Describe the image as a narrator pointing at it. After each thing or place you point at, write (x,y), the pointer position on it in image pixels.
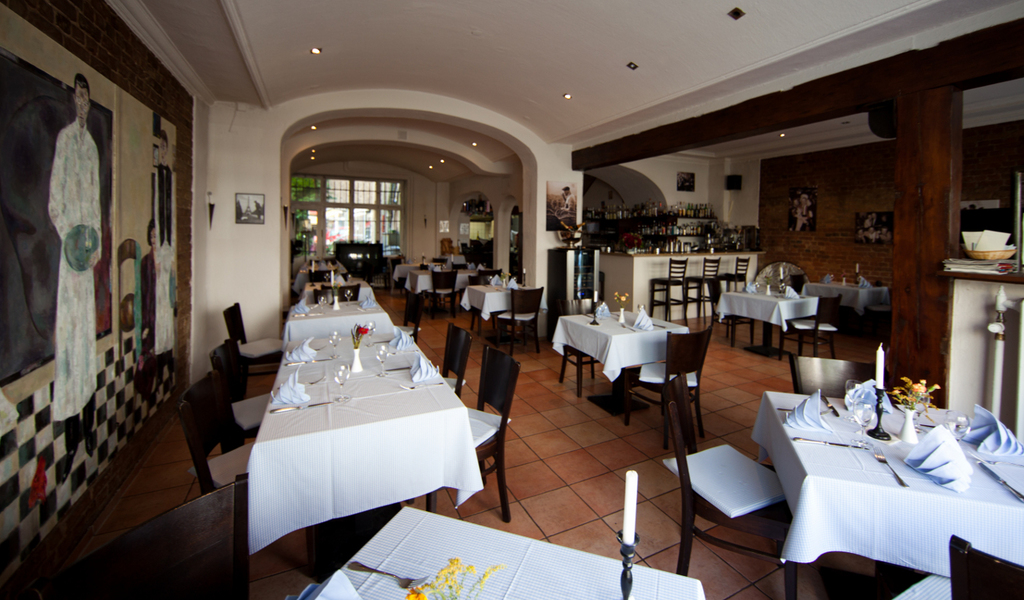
In this image we can see tables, chairs (490,408), cloths (475,562), flower vases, forks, wall (279,318), floor (527,386), candles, frames (254,207), bottles (693,208), ceiling (827,31), lights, pillars (898,299), and other objects (681,296).
